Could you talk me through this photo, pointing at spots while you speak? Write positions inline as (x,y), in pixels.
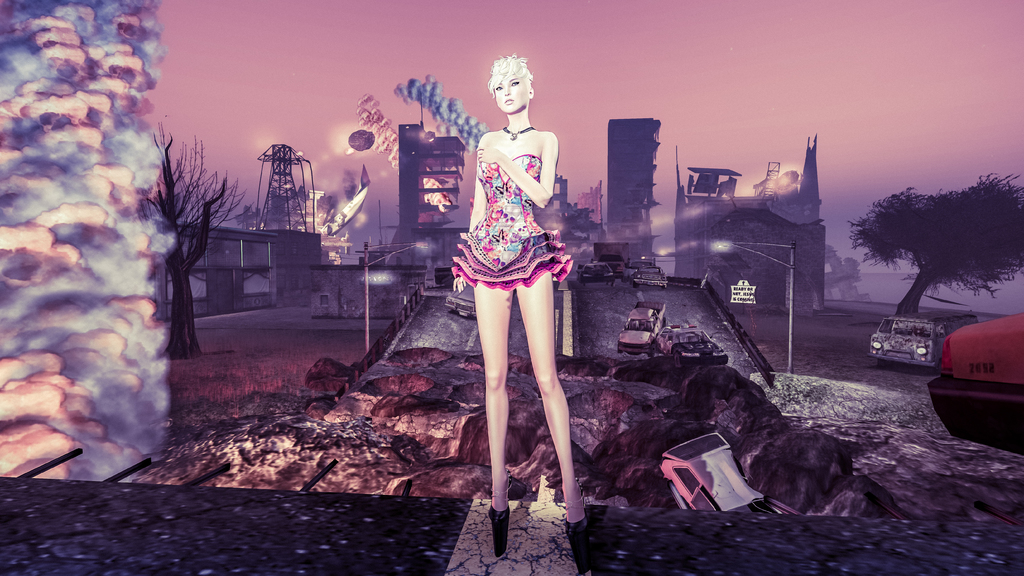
This is a animated picture and in the foreground of this image (517,266), we see a woman (509,238) in single piece dress (526,238) and wearing high heels (568,529). In the background (187,207), we see trees (185,222), a tower (293,201), building (353,273), smoke (450,122), vehicles (642,323), street pole (786,244), a name board (746,290), and the sky (659,60).
